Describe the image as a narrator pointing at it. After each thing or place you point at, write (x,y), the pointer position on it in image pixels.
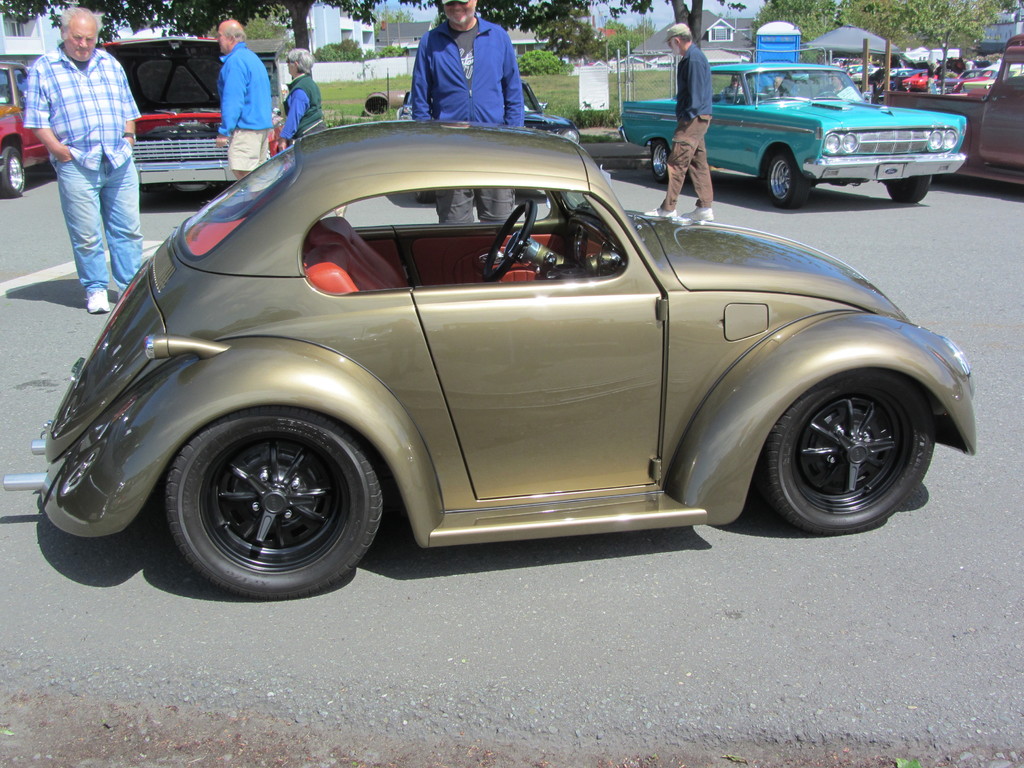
in this image in the middle (643,335) there is a car (399,324). It is on the road (174,572). There are few people (121,208) standing behind the car (221,287). There are few cars (633,108) are there. it is looking like a parking lot (852,118). In the background (300,16) there are trees (355,16), buildings (328,15), ground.
